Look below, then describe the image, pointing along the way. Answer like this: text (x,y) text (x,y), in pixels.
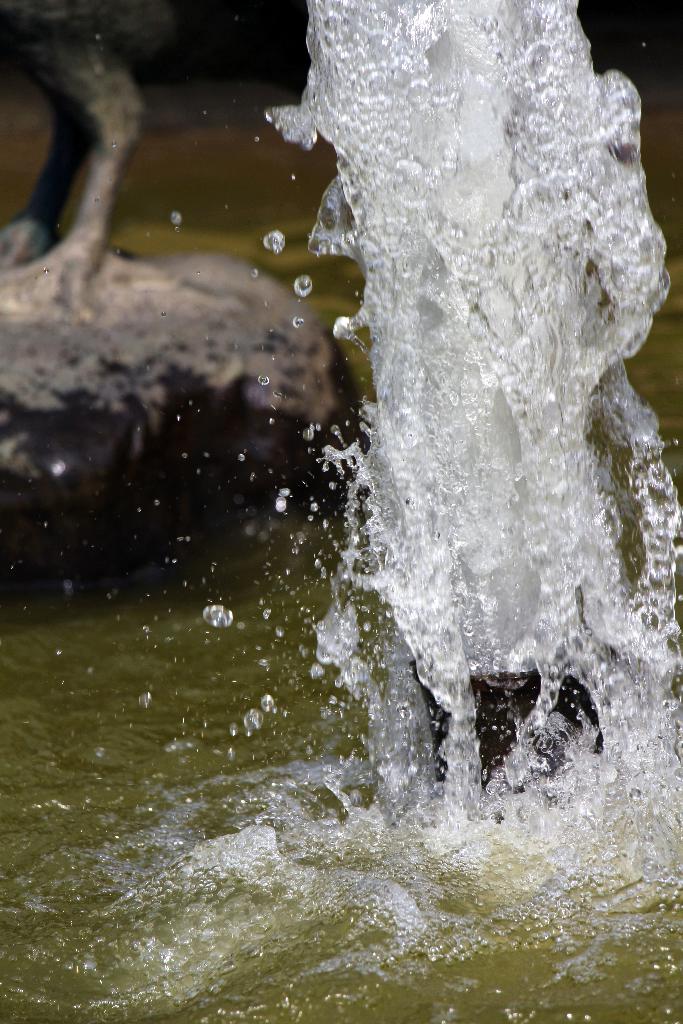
In this image in the foreground (540,533) there is a pump (475,696), and at the bottom (219,860) there is a lake (209,718). And in the background (197,440) there is a rock (162,316) and some objects (134,93).
